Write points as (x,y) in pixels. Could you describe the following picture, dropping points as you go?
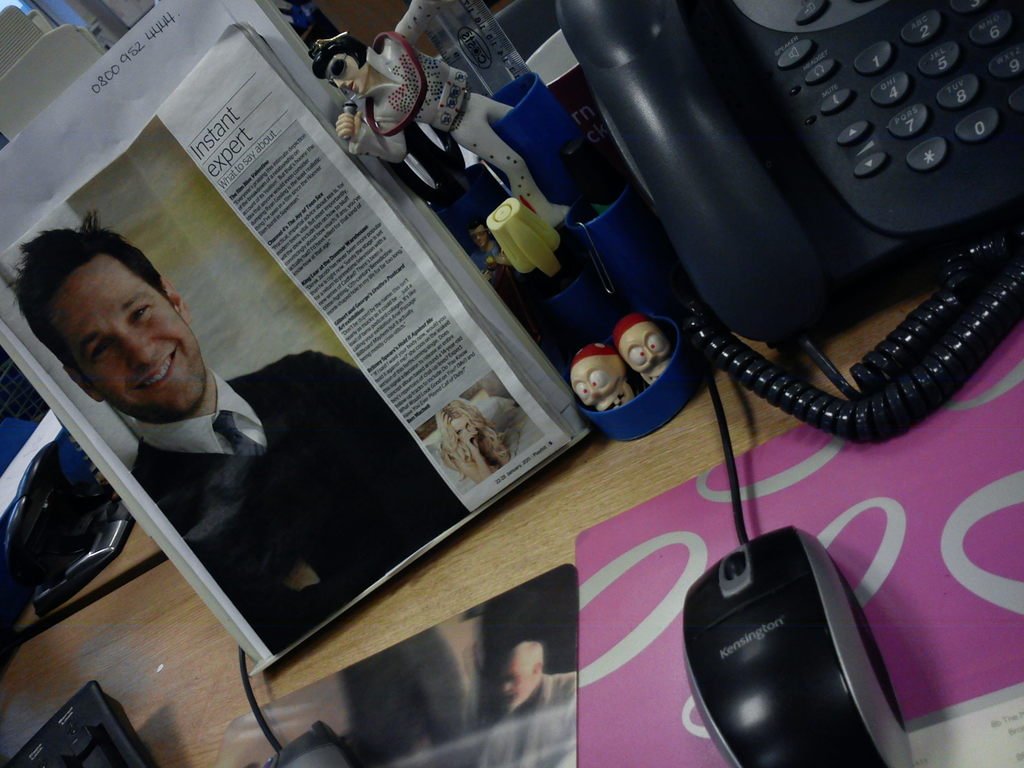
Here I can see a table (522,571) on which a newspaper (311,259), book (51,171), telephone (736,132), toys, mouse (710,660), cables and some other objects (633,557) are placed. On the newspaper (275,387), I can see the images (222,394) of a man (242,441) and a woman (467,452) and also there is some text (315,267).
